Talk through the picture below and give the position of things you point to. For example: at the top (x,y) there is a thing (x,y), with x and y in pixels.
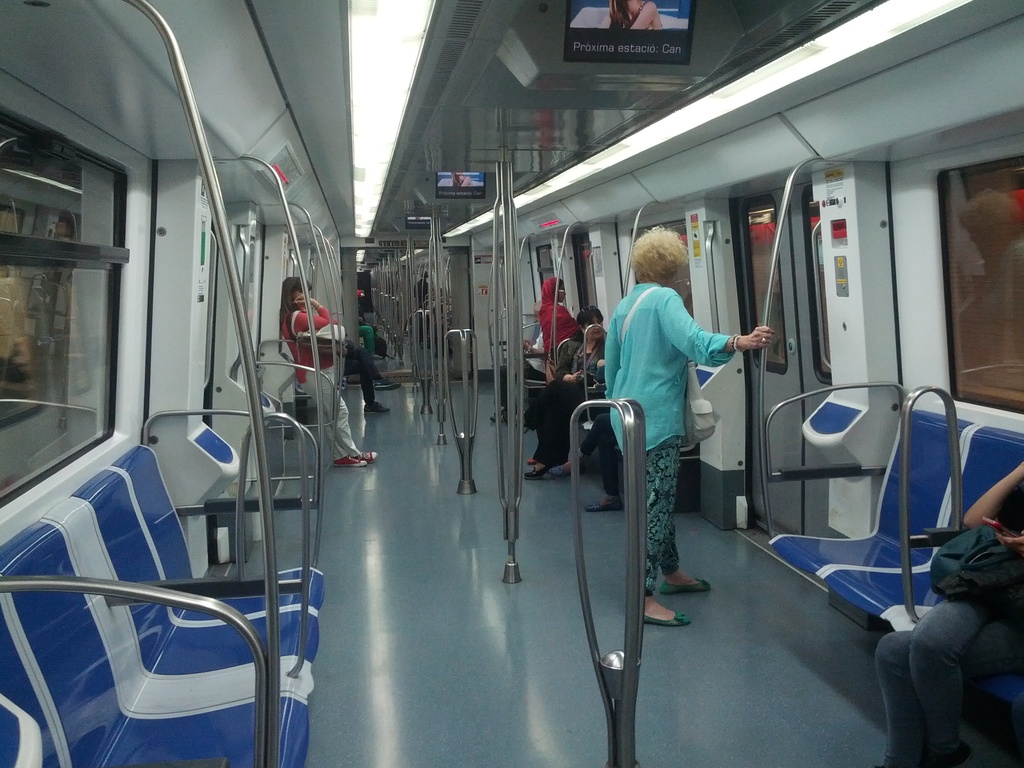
In this image, we can see the inner view of a train (848,275). There are a few people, poles (520,349), screens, posters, seats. We can see the ground (374,585). We can also see the doors (740,208) and the roof (436,205) with lights (928,8).
